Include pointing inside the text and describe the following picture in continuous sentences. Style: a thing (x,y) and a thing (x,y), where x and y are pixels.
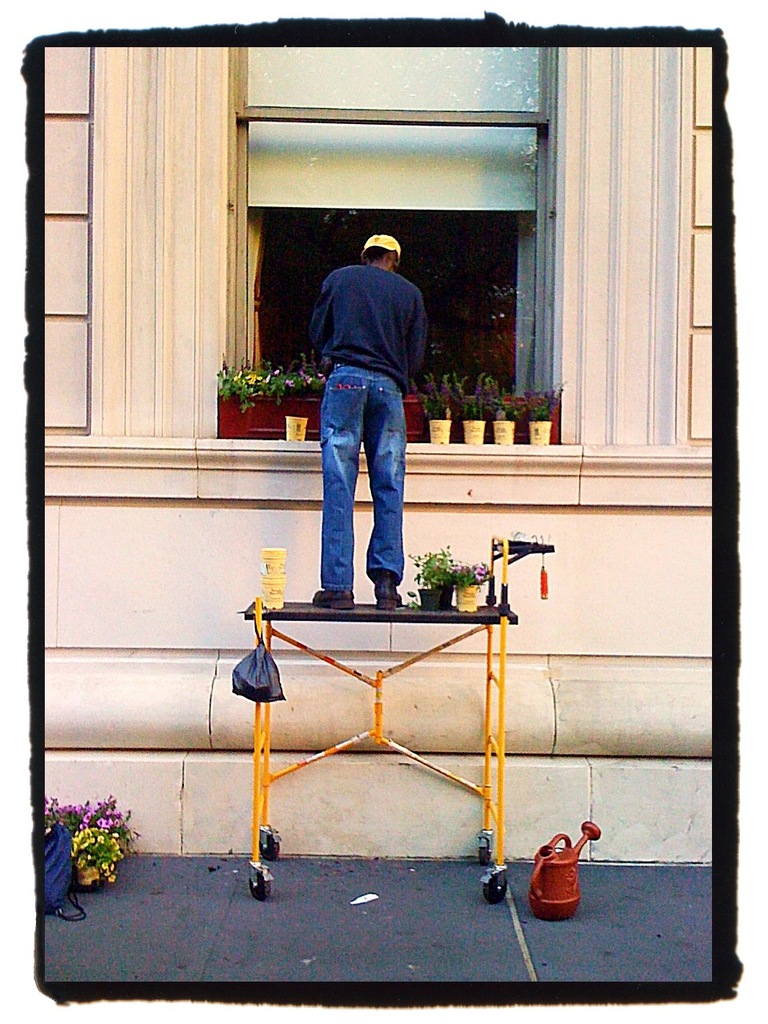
In this image we can see a man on this stand (503,764). Here we can see small plants (443,421) and flowers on the ground (503,872).
